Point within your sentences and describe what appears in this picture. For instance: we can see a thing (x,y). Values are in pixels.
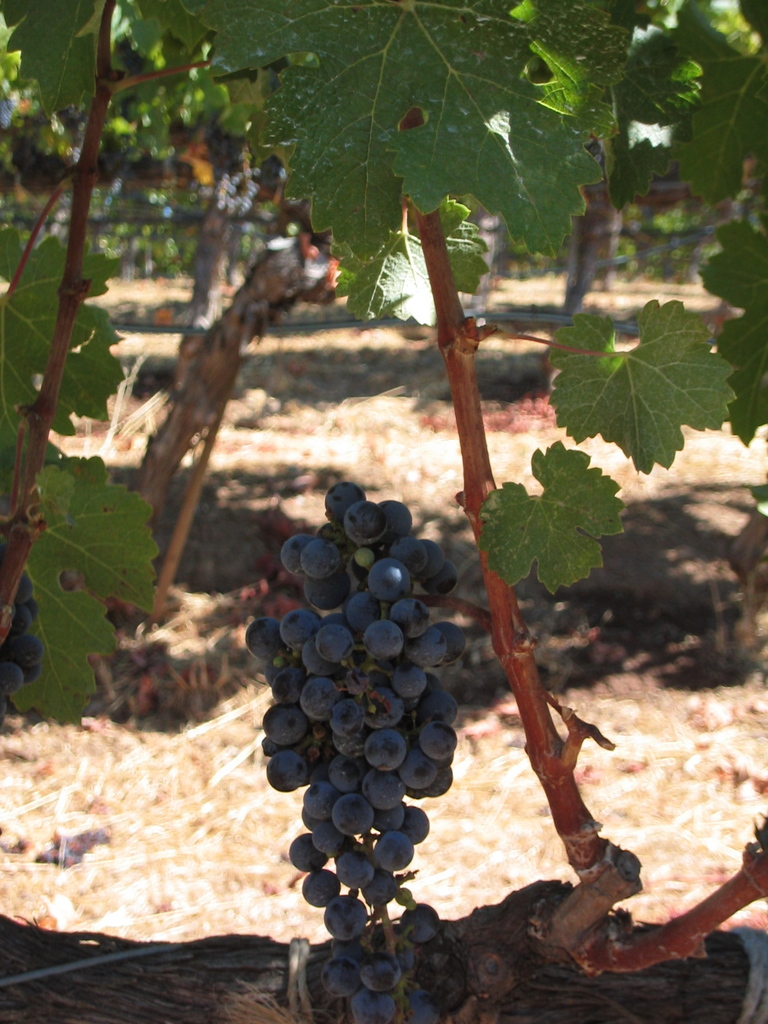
At the bottom of this image (413,966), there is a cluster of grapes (338,589) and a branch (178,991) of a tree (178,991). On the left side (88,24), there is a branch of a tree (56,486) having leaves (49,539). On the right side (545,456), there is a branch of the tree (551,58) having leaves (583,165). In the background (2,218), there are trees (748,24) and grass (478,363).
